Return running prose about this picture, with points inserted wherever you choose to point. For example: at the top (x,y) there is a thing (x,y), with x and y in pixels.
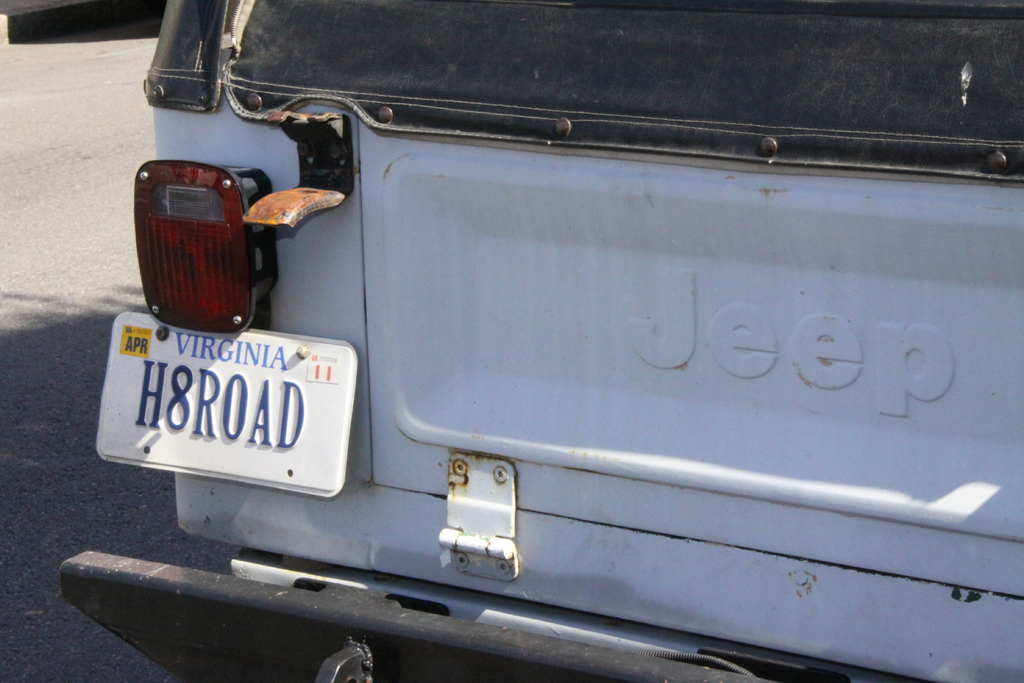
In this picture I can see a vehicle (633,71) in front (402,57) on which there is a word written and on the left side of this picture (185,365) I can see a board (226,407) on which there is a word (184,350), alphabets (161,373) and a number (178,387) written. On the left side of this image (135,235) I see the road (86,315).
